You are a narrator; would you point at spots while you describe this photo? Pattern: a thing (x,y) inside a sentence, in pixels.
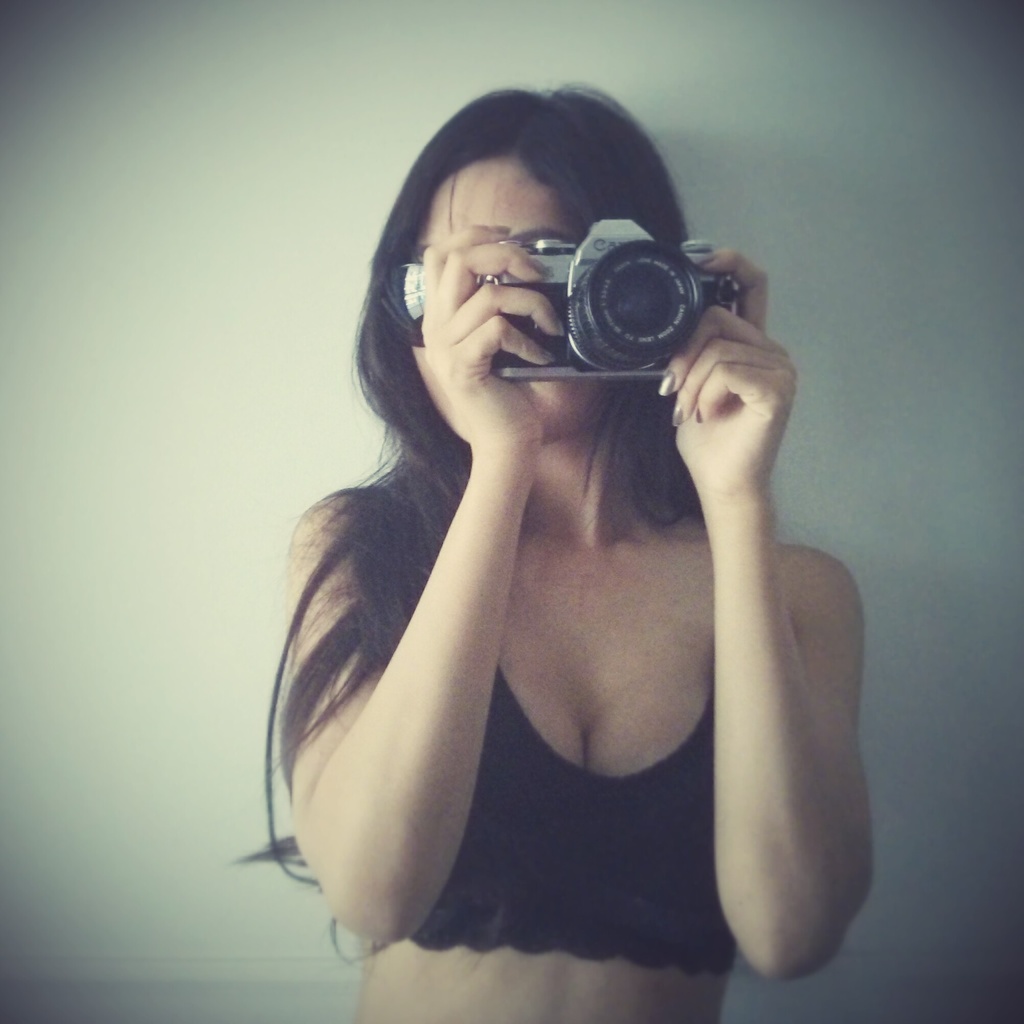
Here we can see a woman (575,447) standing in the center (426,420). She is holding a camera (612,357) in her hand (466,317) and she is clicking a picture.
